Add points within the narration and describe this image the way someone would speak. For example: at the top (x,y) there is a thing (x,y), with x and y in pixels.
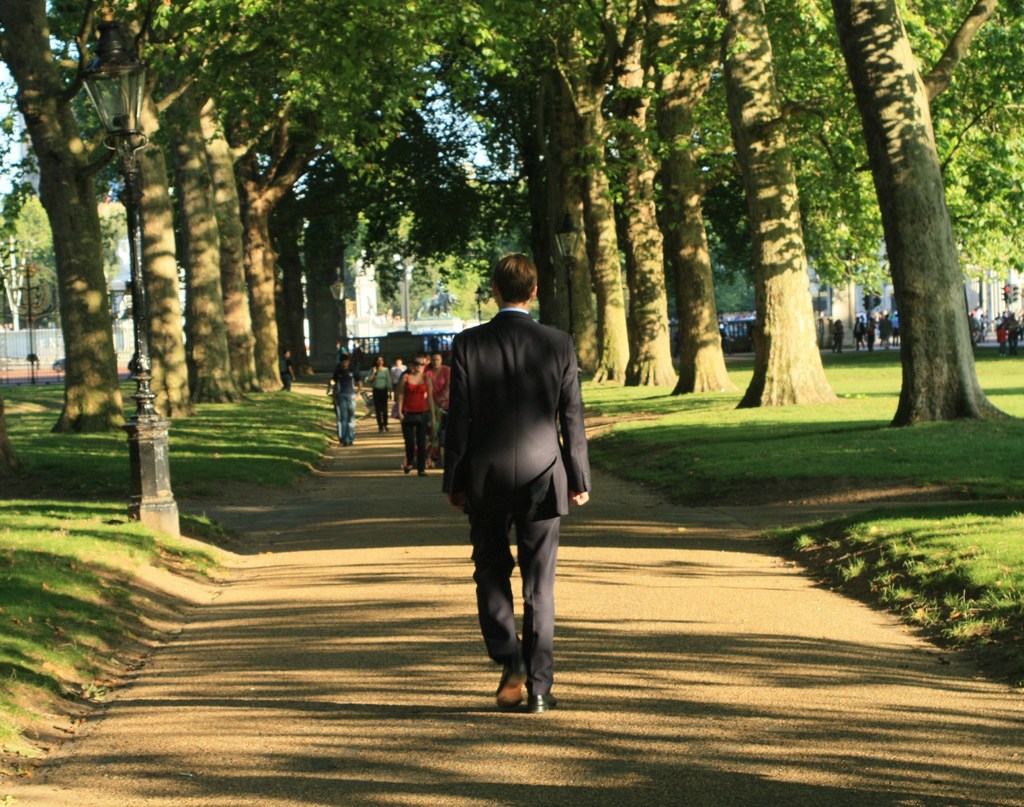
Here people (447,422) are walking in the sand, here there are green color trees (549,189), this is grass (936,546).
